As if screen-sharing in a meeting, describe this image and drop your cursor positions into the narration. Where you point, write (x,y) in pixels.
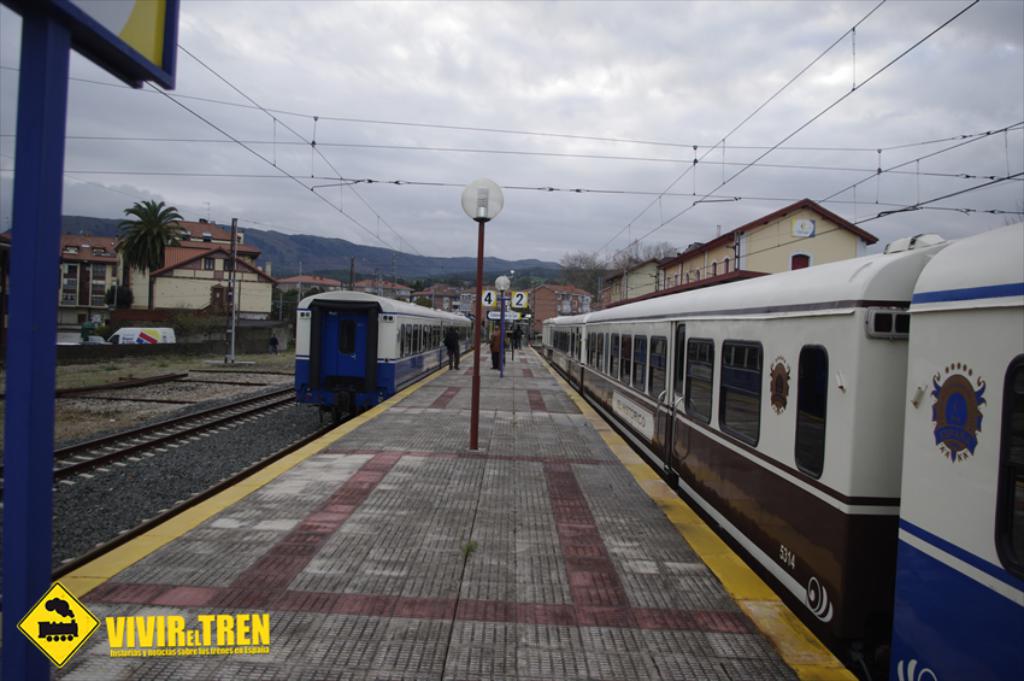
This picture might be taken in a railway station (139,475), in this image in the center (400,332) there are two trains (608,374). At the bottom (142,463) there is a railway track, footpath (381,508) and in the center (455,348) there are some people (497,330) walking on a footpath (469,465) and there is one pole (478,389) and light (483,217). And in the background (155,243) there are some buildings (648,263), trees (603,267), mountains (404,260) and some wires (672,222). On the left side (46,276) there is one hoarding (62,93), and at the top of the image (348,79) there is sky (414,75).
